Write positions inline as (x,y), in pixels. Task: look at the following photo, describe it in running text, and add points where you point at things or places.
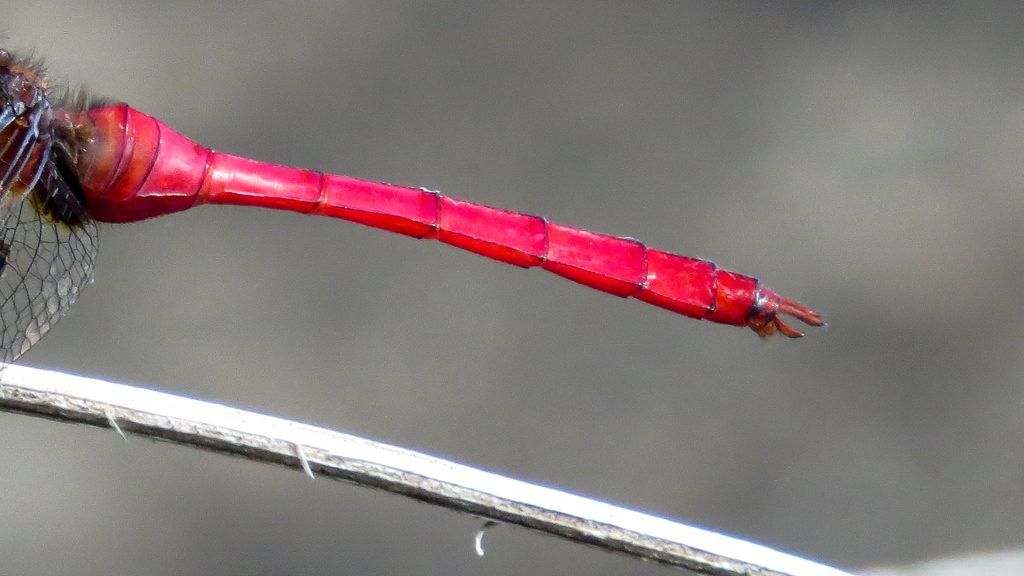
At the bottom of the image (267,436) we can see one stick (281,448). On the stick (267,436), we can see one dragonfly (213,169), which is in red color.
